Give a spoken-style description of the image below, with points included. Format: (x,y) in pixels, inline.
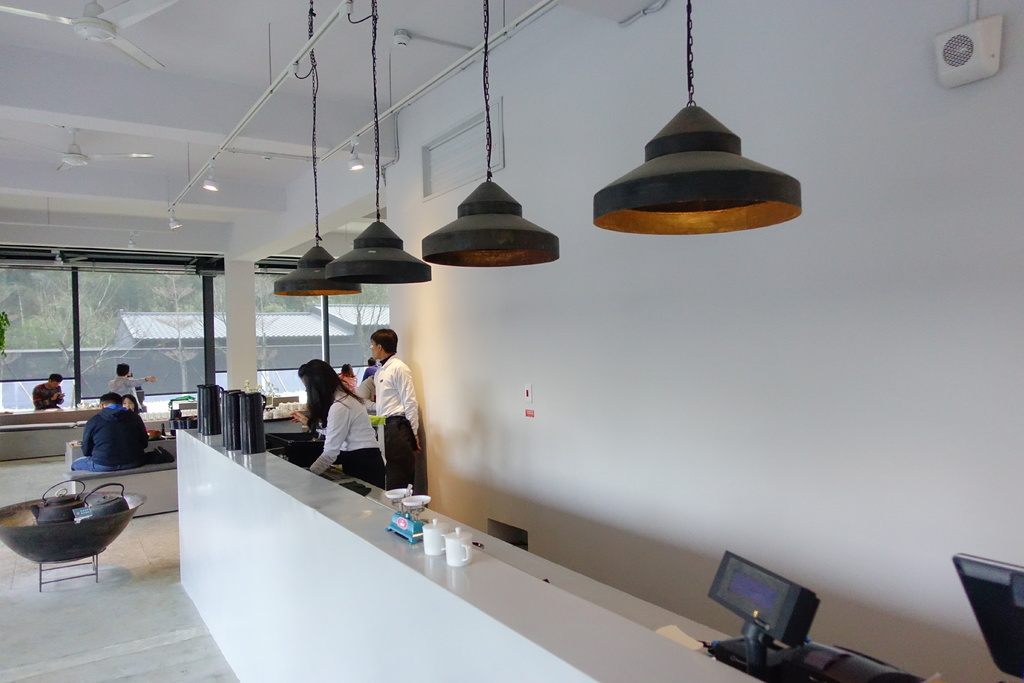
In this picture we can see a group of people (403,425) where some are sitting and some are standing and in front of them on table (378,531) we have monitor (776,604), jars (465,550), flask (225,431), vessel (75,527) with kettles (76,509) on it and in background (132,359) we can see windows (134,358), pillar (240,309), wall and from window (155,340) we can see houses (134,324), trees (69,333).
